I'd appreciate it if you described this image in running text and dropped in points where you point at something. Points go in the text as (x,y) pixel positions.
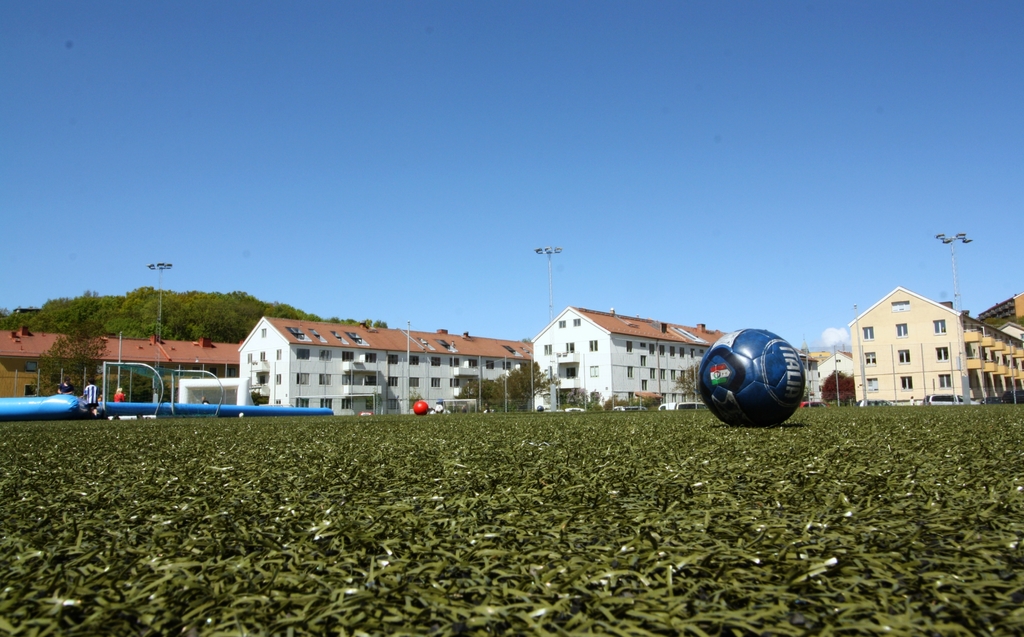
At the bottom of the image (446,586) there is grass (543,531). There are balls (731,362). In the background of the image (388,400) there are houses (268,353), trees (222,328), light poles (158,327). At the top of the image (399,109) there is sky (514,139). To the left side of the image (143,369) there is a goal post (162,394). There are people (85,392).
